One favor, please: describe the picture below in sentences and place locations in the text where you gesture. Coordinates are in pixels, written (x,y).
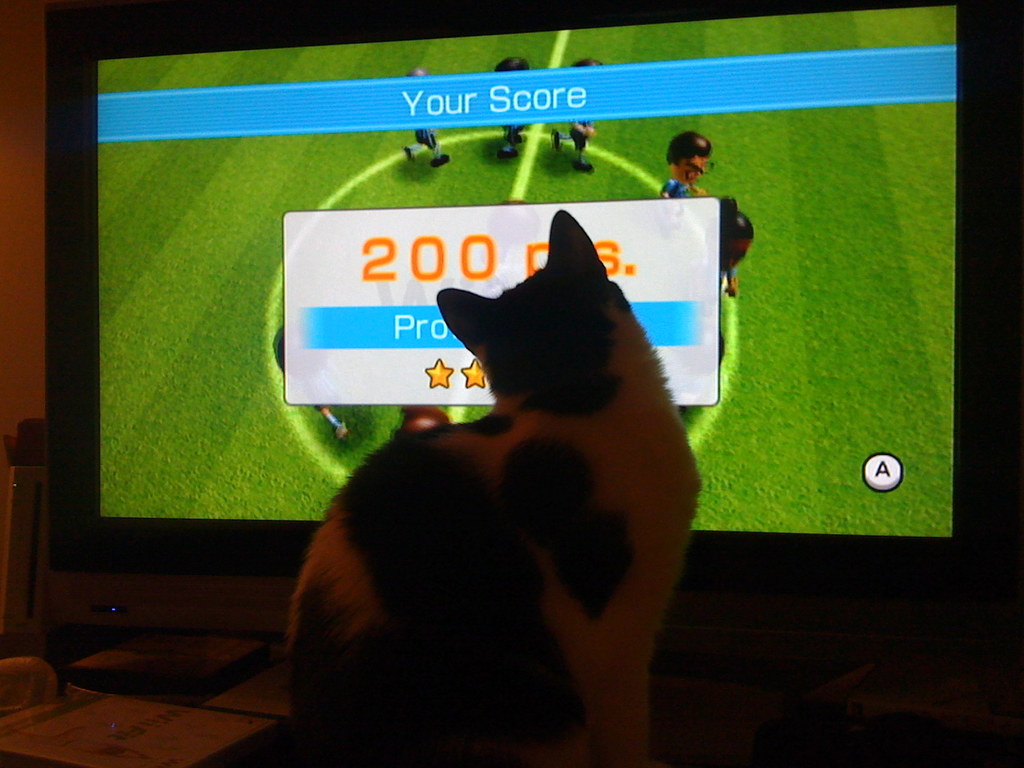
In the image there is a cat (474,540) sitting on the table (957,700) looking at the tv (347,152).
